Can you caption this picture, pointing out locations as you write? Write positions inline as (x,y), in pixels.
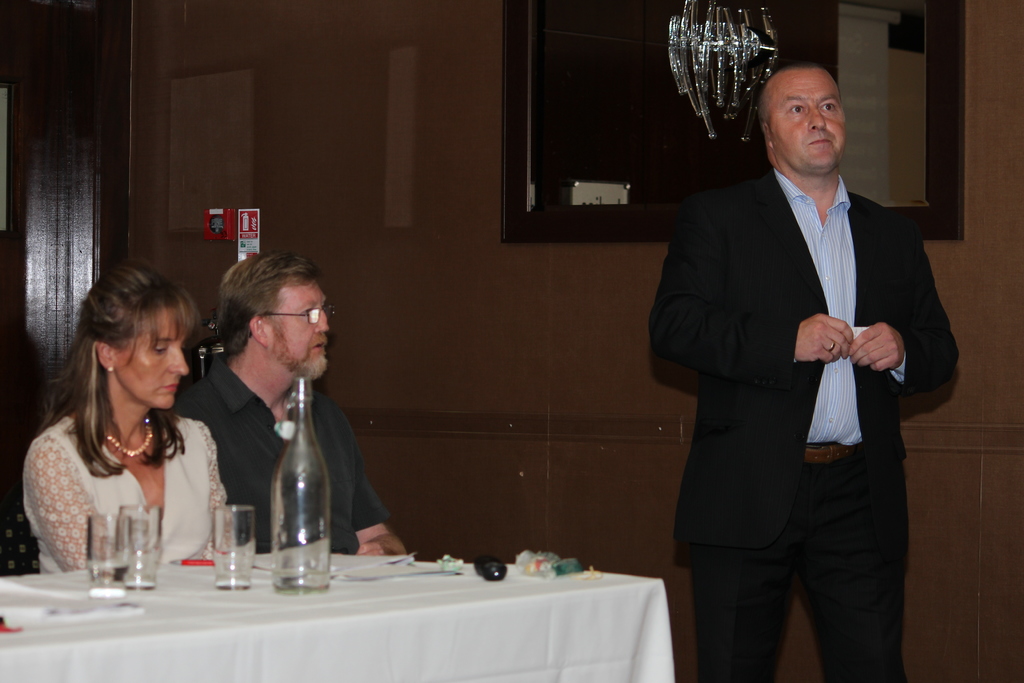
This picture is clicked in a room (622,268). A man (823,527) is standing towards the right (749,253), he is wearing a black blazer (763,261) and black trousers (840,532). Towards the left (86,483) there are two persons (120,278), one woman (216,463) and one man (253,496) sitting besides a table (286,631). Woman (111,495) is wearing a white dress (192,455) and man (246,463) is wearing a black t shirt (237,447). In the background (376,232) there is a wall (440,106), mirror (526,91) and a cupboard (125,134).
